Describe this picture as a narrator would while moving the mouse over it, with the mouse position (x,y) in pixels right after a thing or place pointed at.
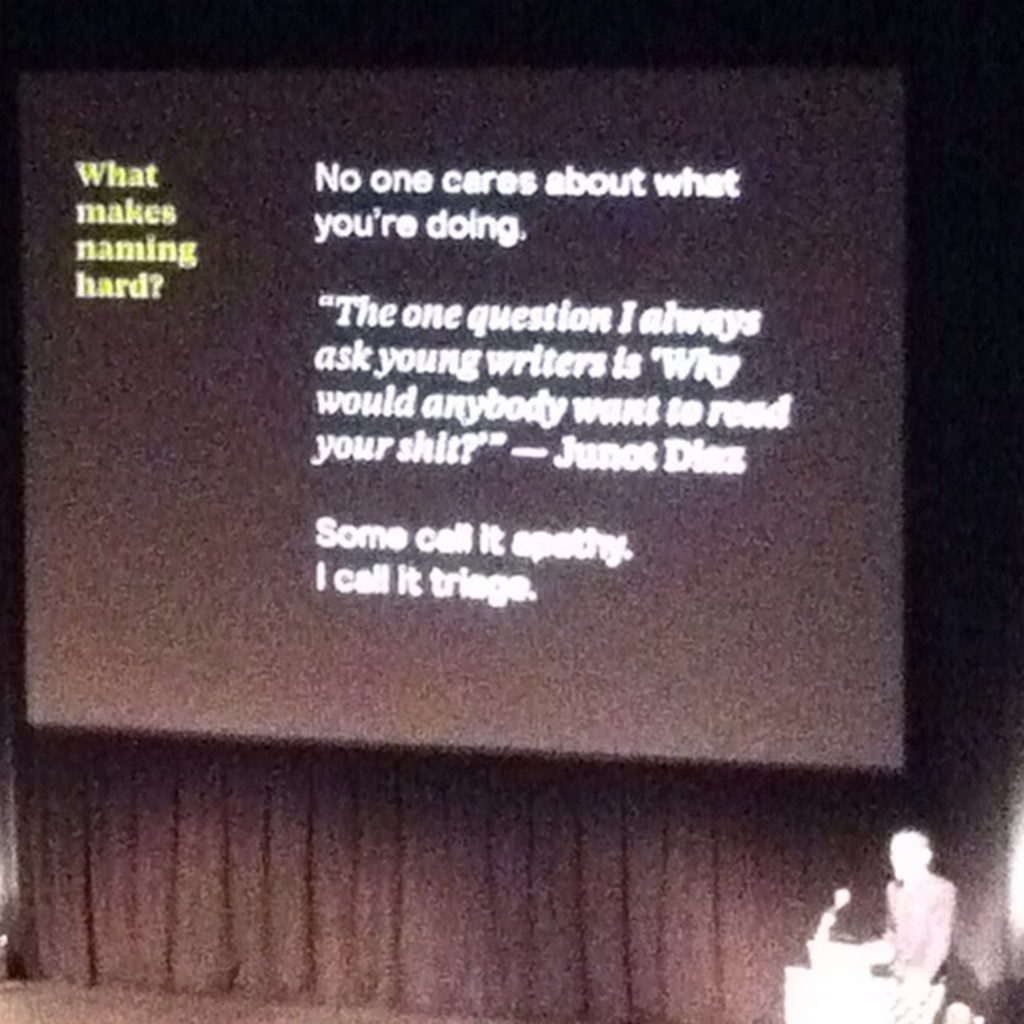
I see this is a blurred image and I see a screen (720,376) over here on which there is something written and I see the curtain (348,844) and I see a person (901,901) over here who is standing and I see a thing (829,962) over here and I see that it is dark over here.
